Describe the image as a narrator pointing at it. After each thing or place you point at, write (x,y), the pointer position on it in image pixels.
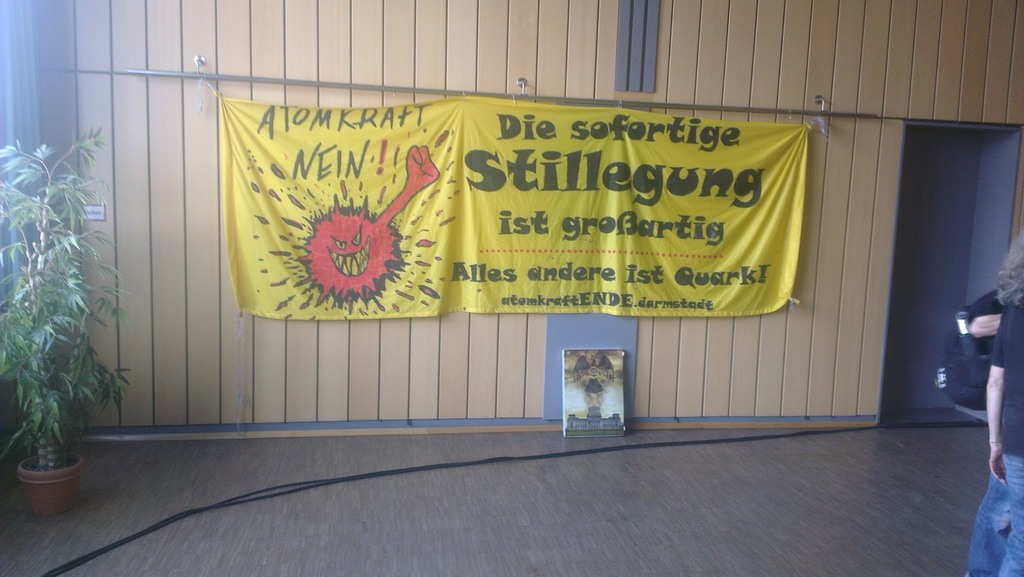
In this image in the right (1011,409) there are two persons (1017,461). In the background (501,172) on the wall (215,110) there is banner (361,176). On the ground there is a photo frame (577,360). In the left (40,377) there is a plant pot (44,476). On the floor (9,491) there is a cable (546,459).
